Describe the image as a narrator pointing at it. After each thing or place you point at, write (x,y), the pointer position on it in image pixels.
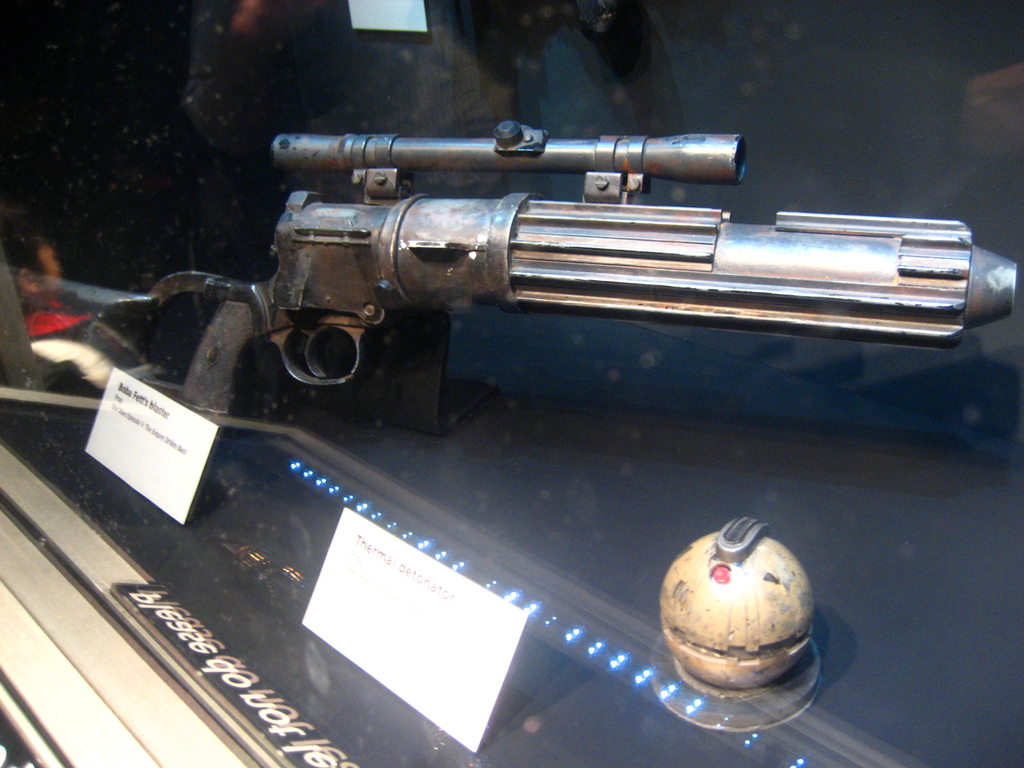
We can see a gun (399,222) placed in a glass box (422,746) and there are small tags (162,494) and an object (771,592). On the left side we can see a person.
